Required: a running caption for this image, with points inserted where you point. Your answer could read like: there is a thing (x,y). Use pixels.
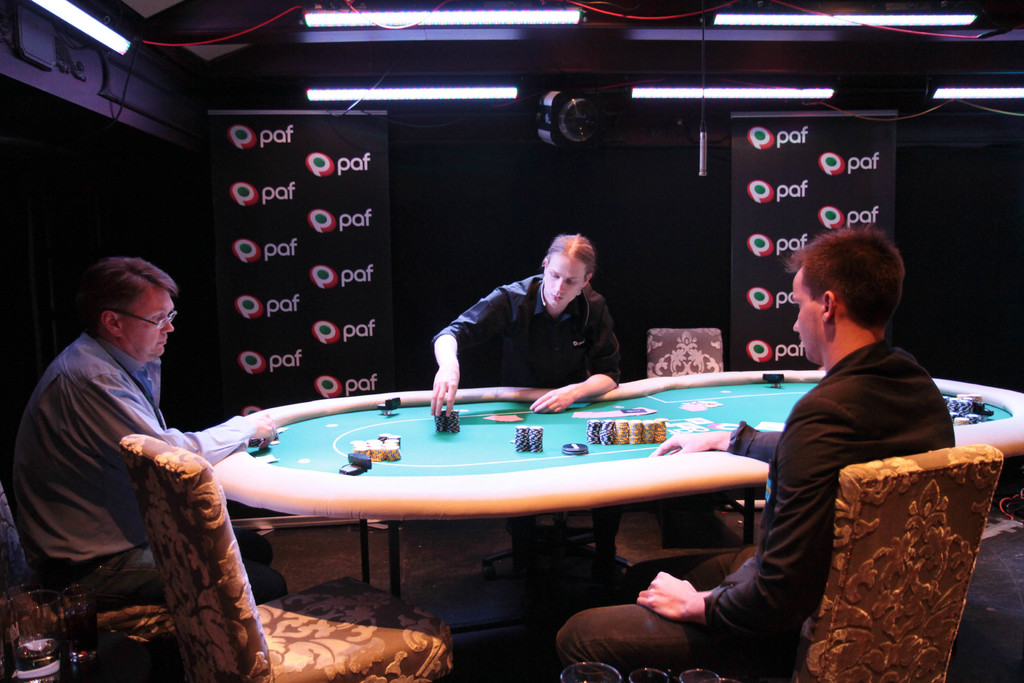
As we can see in the image there is a camera (581,110), three people (88,469) sitting on chairs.
